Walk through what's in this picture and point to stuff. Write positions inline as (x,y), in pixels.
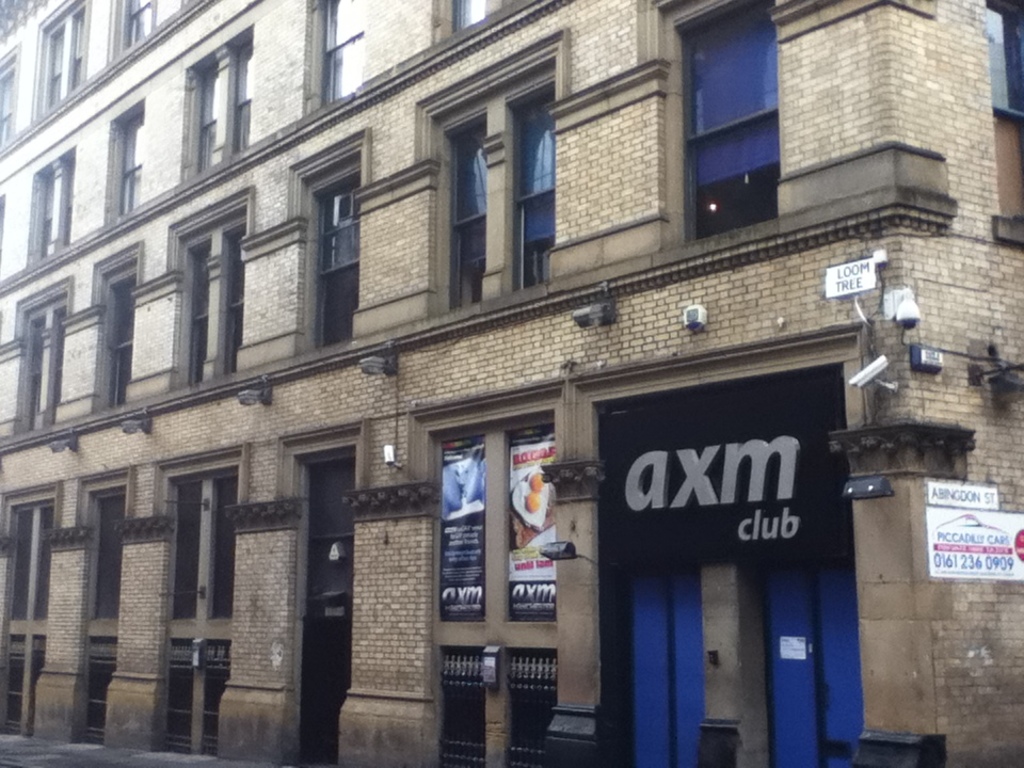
In this picture, it seems like a store (724,548), posters (539,476) and a building (374,329) in the foreground (372,275).
